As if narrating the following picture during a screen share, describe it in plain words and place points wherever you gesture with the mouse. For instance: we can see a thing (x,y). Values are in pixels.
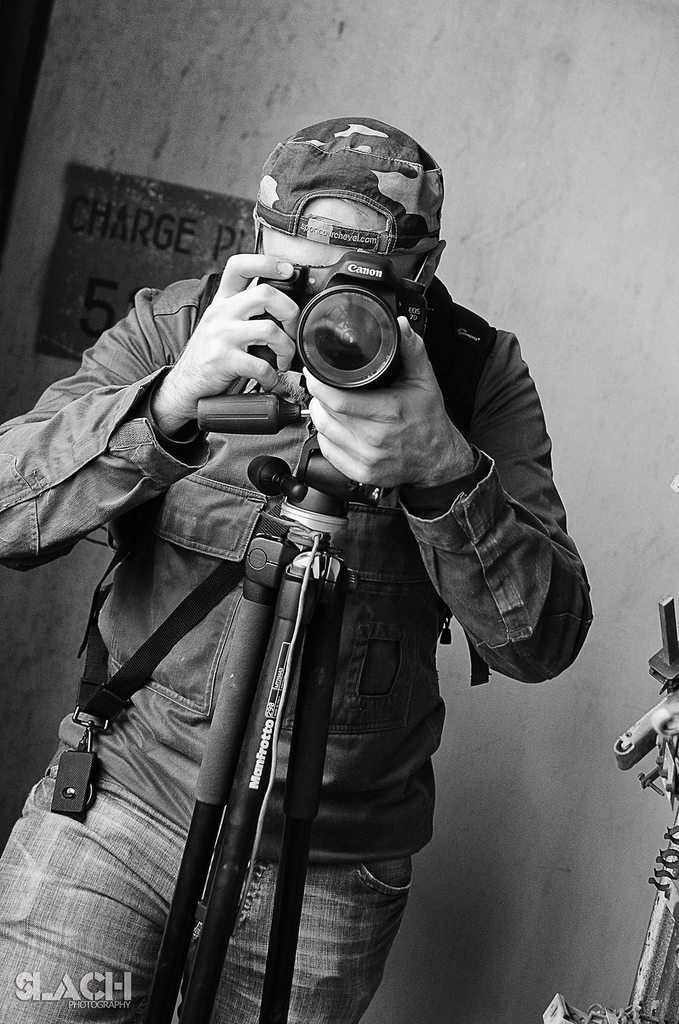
As we can see in the image there is a white color wall (598,431) and a man (133,325) standing over here and there is a camera (318,285).
